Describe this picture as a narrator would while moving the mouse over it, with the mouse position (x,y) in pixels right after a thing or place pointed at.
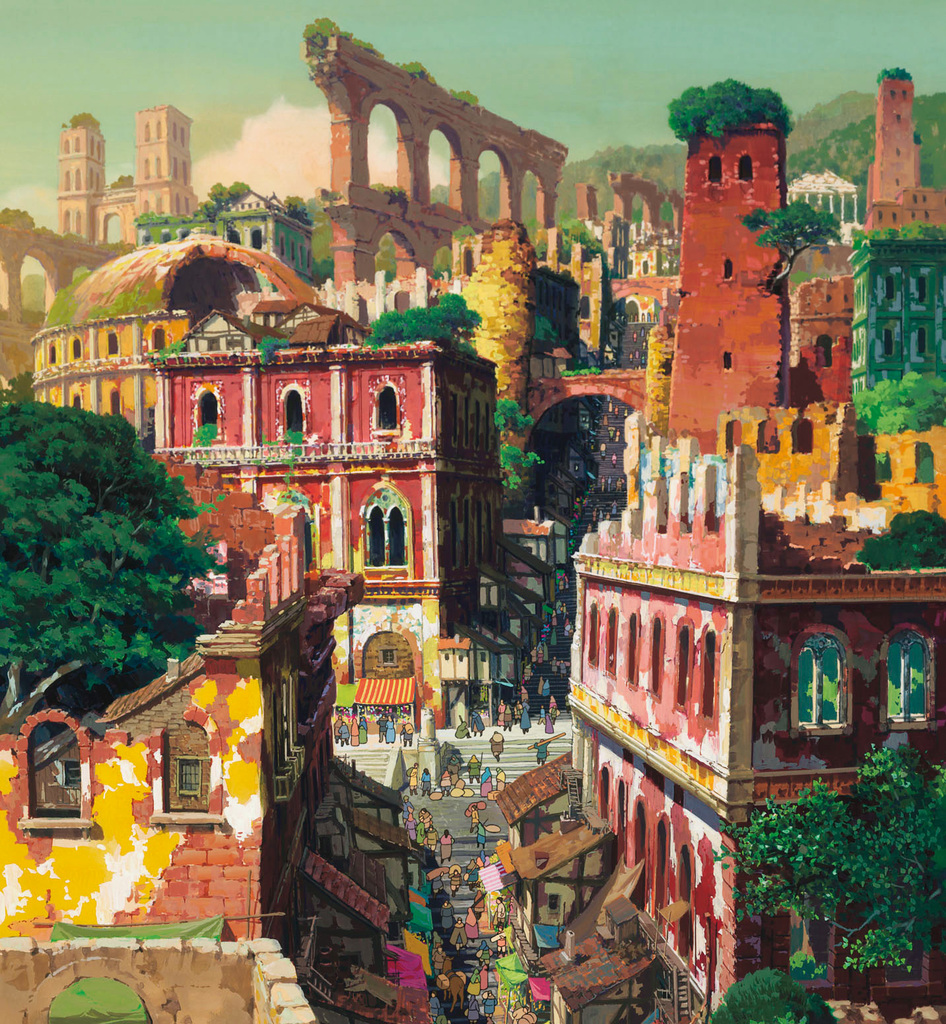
In this picture I can see the painting (463,548), where I can see number of buildings (433,422), trees (20,411) and number of people (490,786) on the road (474,784). In the background (242,114) I can see the sky (516,44).
